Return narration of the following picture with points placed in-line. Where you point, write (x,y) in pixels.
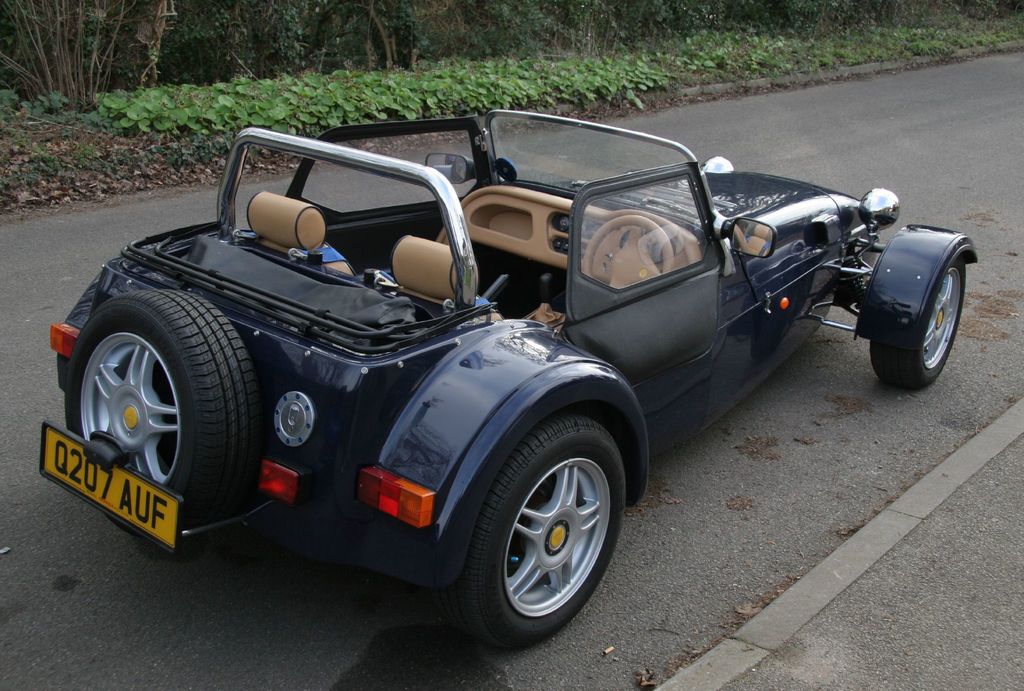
This is the picture of vehicle (474,394) which is on the road (714,467) and to the side there are some trees (531,34) and plants (198,113).
